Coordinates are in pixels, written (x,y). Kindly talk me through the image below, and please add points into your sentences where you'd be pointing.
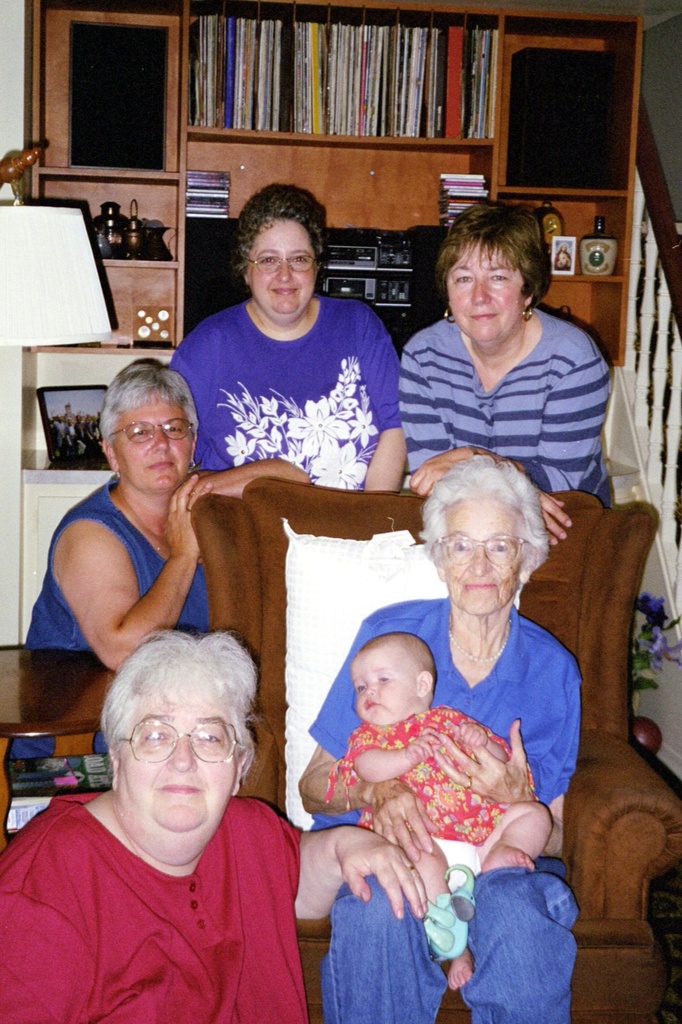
In this picture we can see a group of people (161,638). A woman (448,612) is holding a baby (505,818) and she is sitting on a chair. Behind the people (522,926) there are books (229,94) and some objects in the shelves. On the left side of the image (101,697), there is a table (44,712). On the right side of the image (665,289), there is a baluster (662,490).
